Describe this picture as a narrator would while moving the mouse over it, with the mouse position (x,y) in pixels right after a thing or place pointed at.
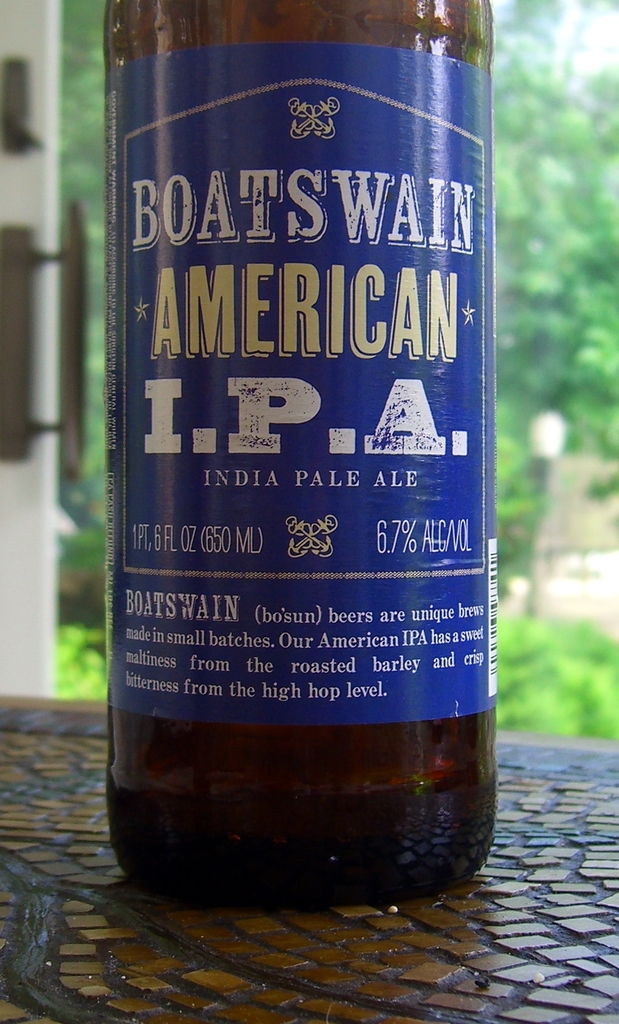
In the middle of the image (369,586) there is a bottle (224,476) on the table (263,916). Top right side of the image (509,38) there is a tree (519,187).
